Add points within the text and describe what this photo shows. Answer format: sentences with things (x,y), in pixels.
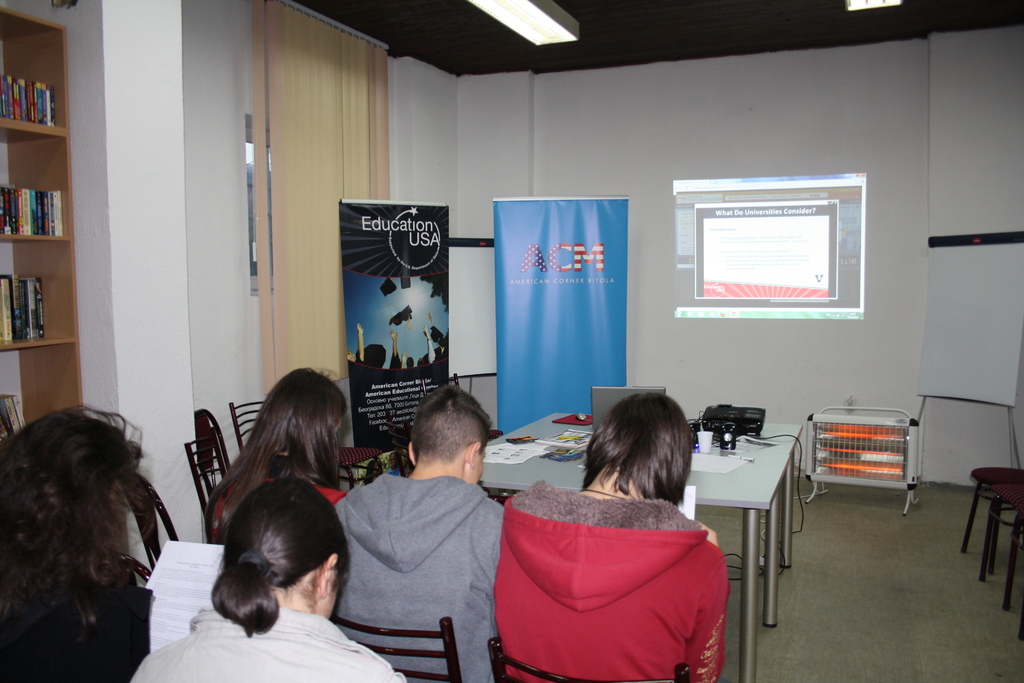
In this image we can see people (461,474) sitting on the chairs (682,676). There is a table (788,508). On the table (698,475) we can see a laptop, paper (554,439), cup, and other objects (741,410). Here we can see floor (904,553), chairs (1005,525), banners (438,384), books (8,201) on the racks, board (935,317), and other objects (856,432). In the background (722,150) we can see wall (824,379), curtain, screen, ceiling (745,28), and lights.
